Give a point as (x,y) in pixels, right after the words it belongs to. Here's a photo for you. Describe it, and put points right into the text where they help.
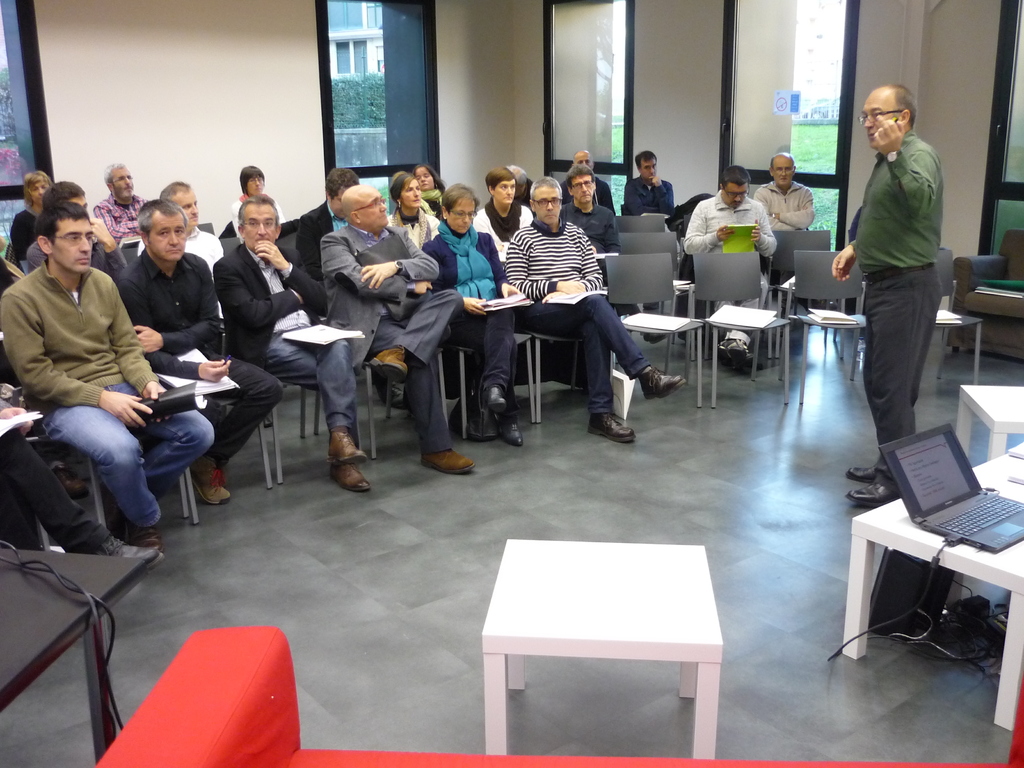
In this picture we can see man (888,101) standing on the right (889,124) and talking and in front of him we can see a group of people (67,294) sitting on chair (660,254) and here on table (1006,553) we can see laptop (925,479) and in background (522,51) we can see wall (507,66), windows (568,63), trees (372,82), grass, some sticker (776,103).
